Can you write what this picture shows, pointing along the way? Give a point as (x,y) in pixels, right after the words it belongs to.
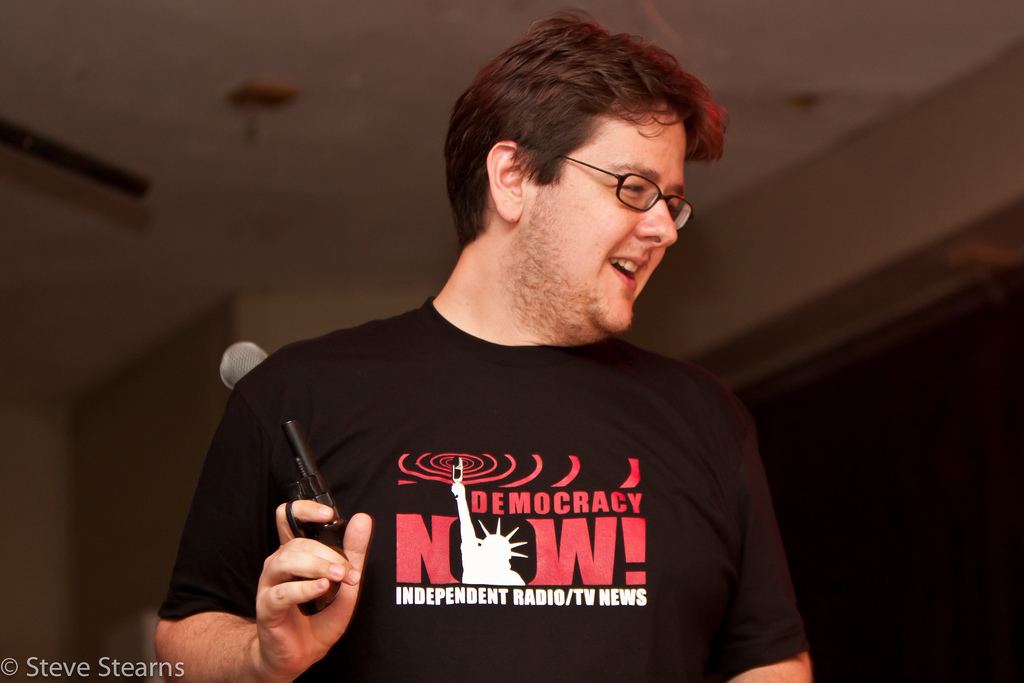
In this image we can see a person (352,407) and the person (347,490) is holding an object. Behind the person (282,368) we can see a wall (138,434). At the top (471,57) we can see the roof (410,128). In the bottom left (145,661) we can see some text (26,662).
